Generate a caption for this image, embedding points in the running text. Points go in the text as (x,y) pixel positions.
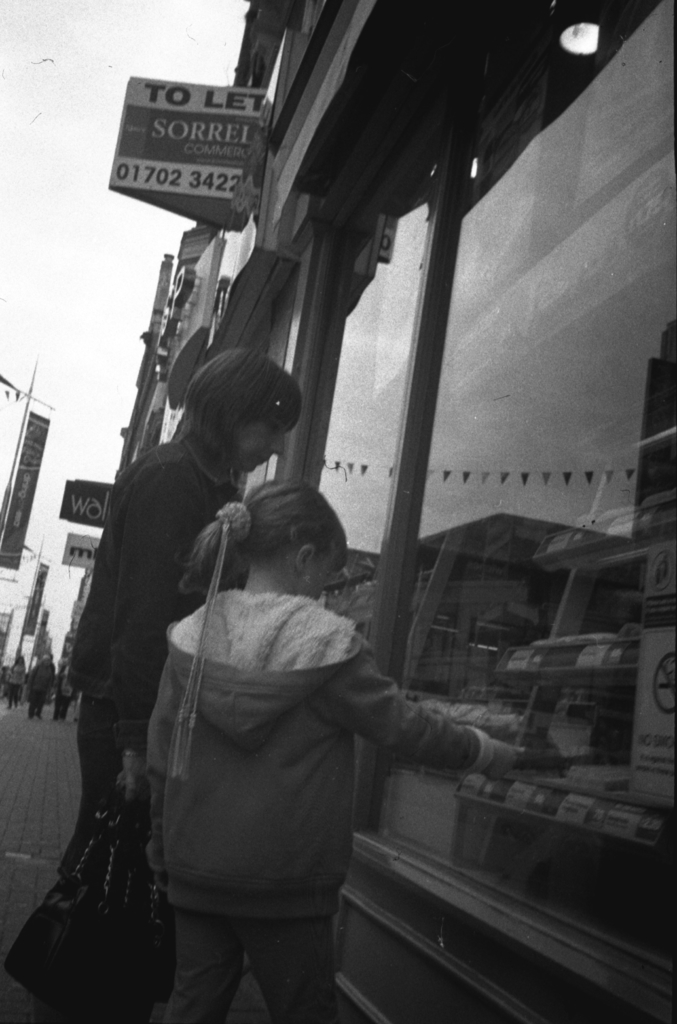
This is black and white image. There is a girl (191,947) and a lady (202,413) holding a bag (139,844) in her hand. There is a store (475,52) to the right side of the image (639,442). At the top of the image (7,76) there is a sky (4,202). At the bottom of the image (48,815) there is road (34,861).
